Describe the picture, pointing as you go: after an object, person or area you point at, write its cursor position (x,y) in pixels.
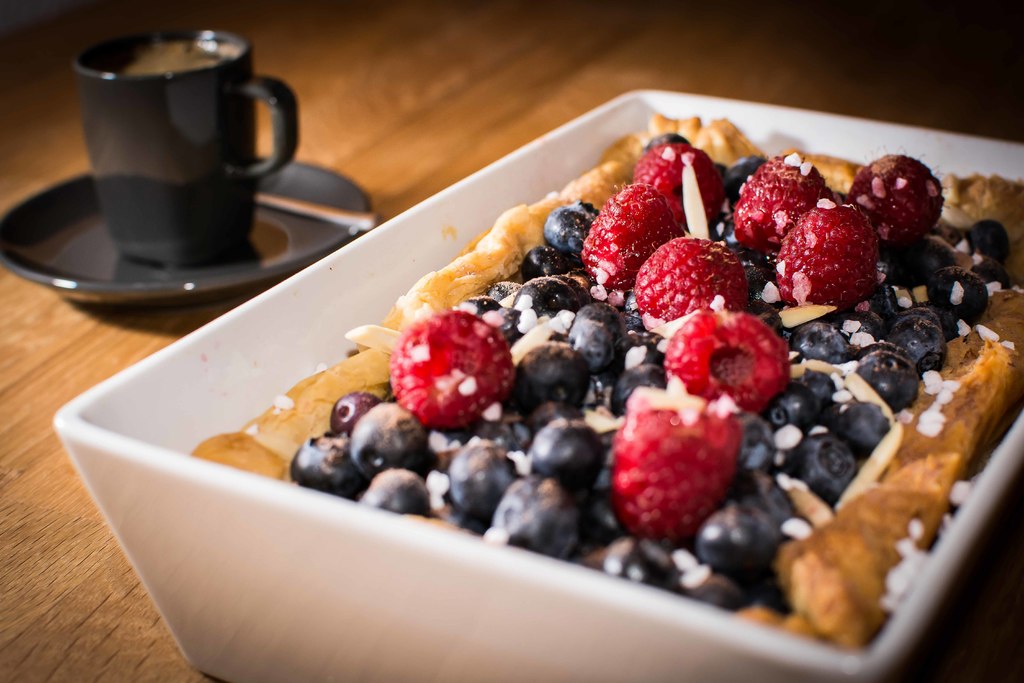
In this picture I can see food items (556,448) in the bowl (464,542) on the table (171,328). I can see a cup (207,228) and saucer (257,248) on the left side (191,254).
